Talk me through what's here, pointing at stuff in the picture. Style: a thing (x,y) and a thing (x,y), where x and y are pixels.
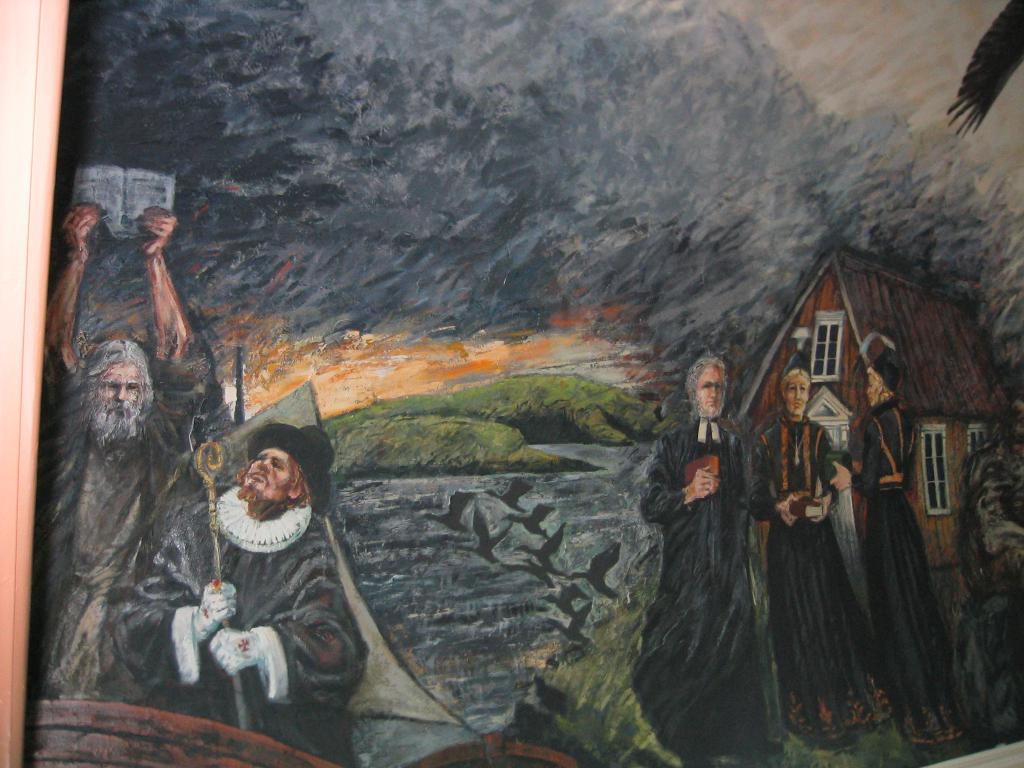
In the center of the image (349,293) there is a painting (344,643). In which there are persons (301,509). There is a house (910,365).
